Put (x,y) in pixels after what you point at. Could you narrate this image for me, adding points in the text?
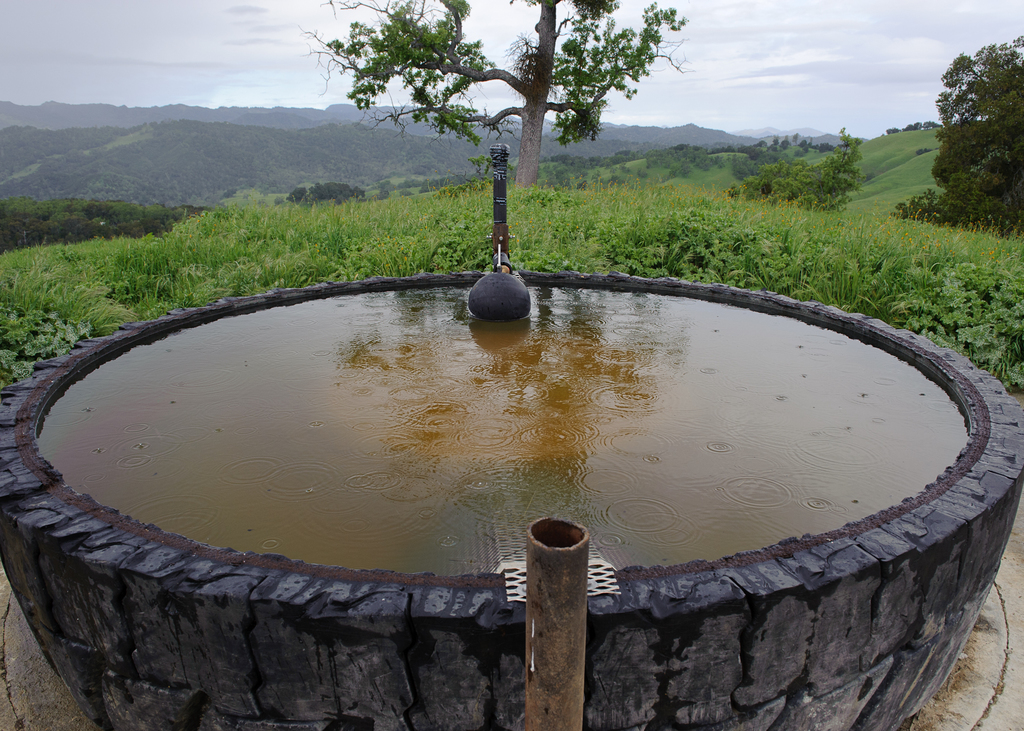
In this image there is water (517,518) on the pool (443,530). In front of that there is grass (769,225) on the surface (692,232). At the background (308,115) there are trees (414,97), mountains (339,117) and sky (164,52).
